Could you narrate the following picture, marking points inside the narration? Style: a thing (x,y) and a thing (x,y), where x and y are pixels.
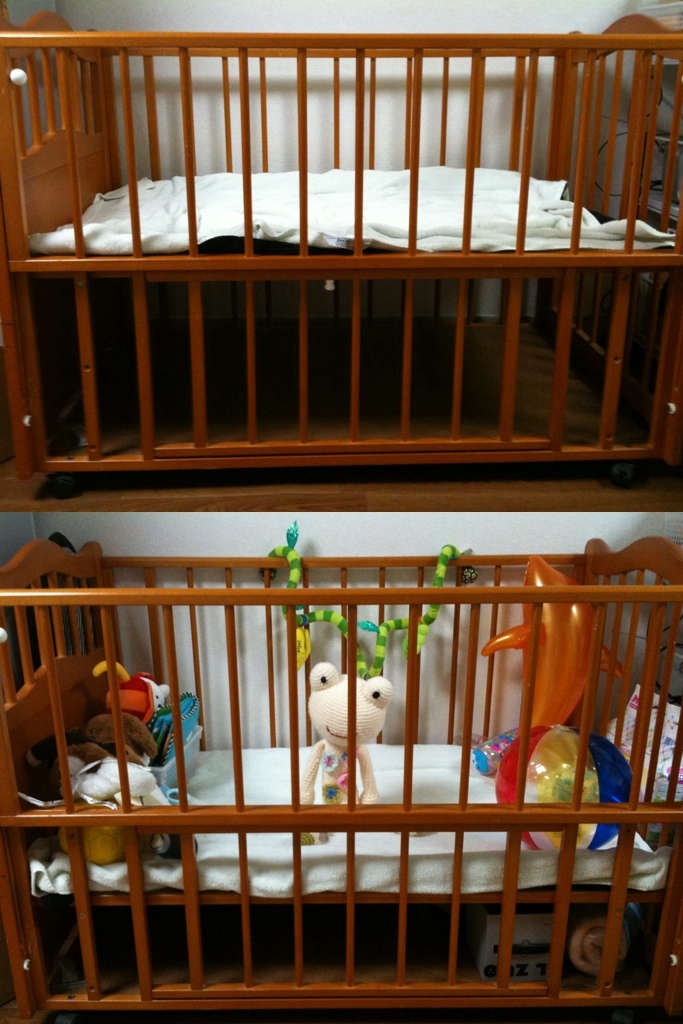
In this image we can see a collage of a picture in which a cradle bed (572,833) is found in which group of toys (616,781) are placed.
